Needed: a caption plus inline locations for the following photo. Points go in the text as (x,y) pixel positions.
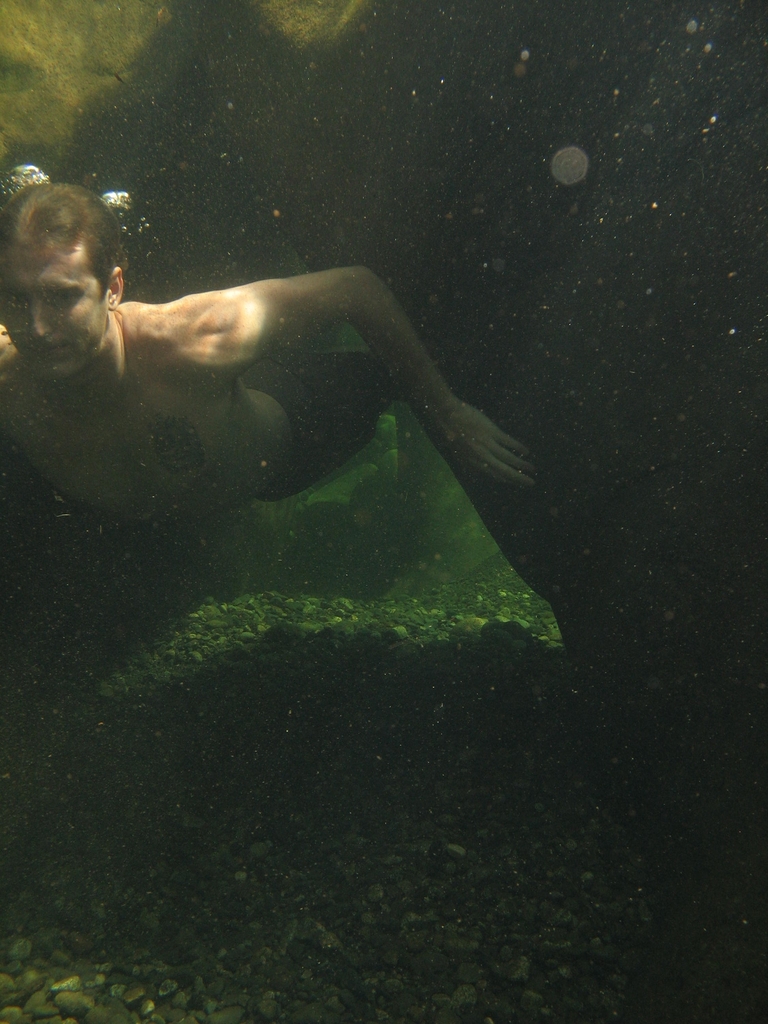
Here in this picture we can see a man (236,438) swimming under water (380,670) and we can see pebbles (125,930) present on the ground (203,973).
